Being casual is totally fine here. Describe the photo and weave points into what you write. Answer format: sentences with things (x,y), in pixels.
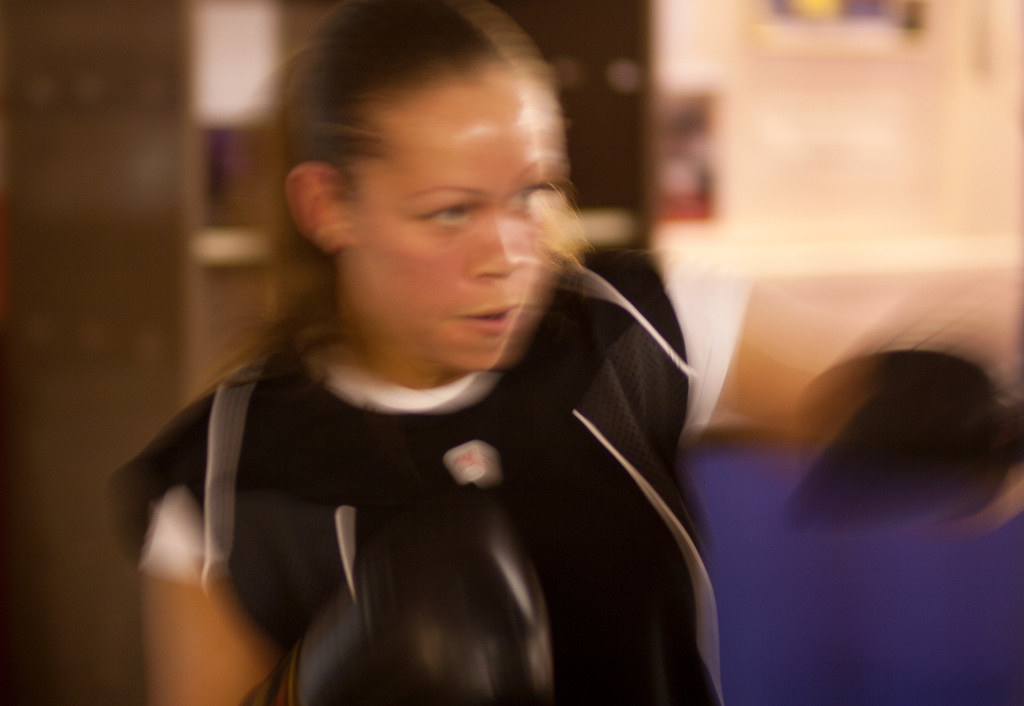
In this picture we can see a woman (409,324) and there is a blur background (834,613).
